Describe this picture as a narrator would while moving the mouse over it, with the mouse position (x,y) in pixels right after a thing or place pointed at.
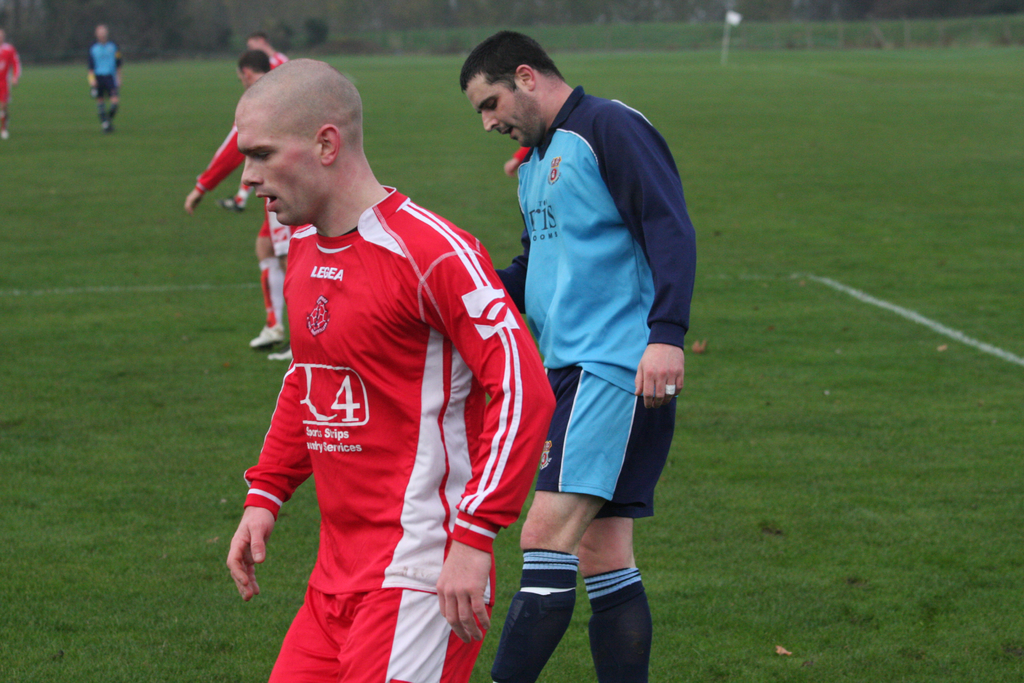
There are a group of players (263,167) walking on the ground (875,541), they are wearing blue dress (579,206) and red dress (313,413).
